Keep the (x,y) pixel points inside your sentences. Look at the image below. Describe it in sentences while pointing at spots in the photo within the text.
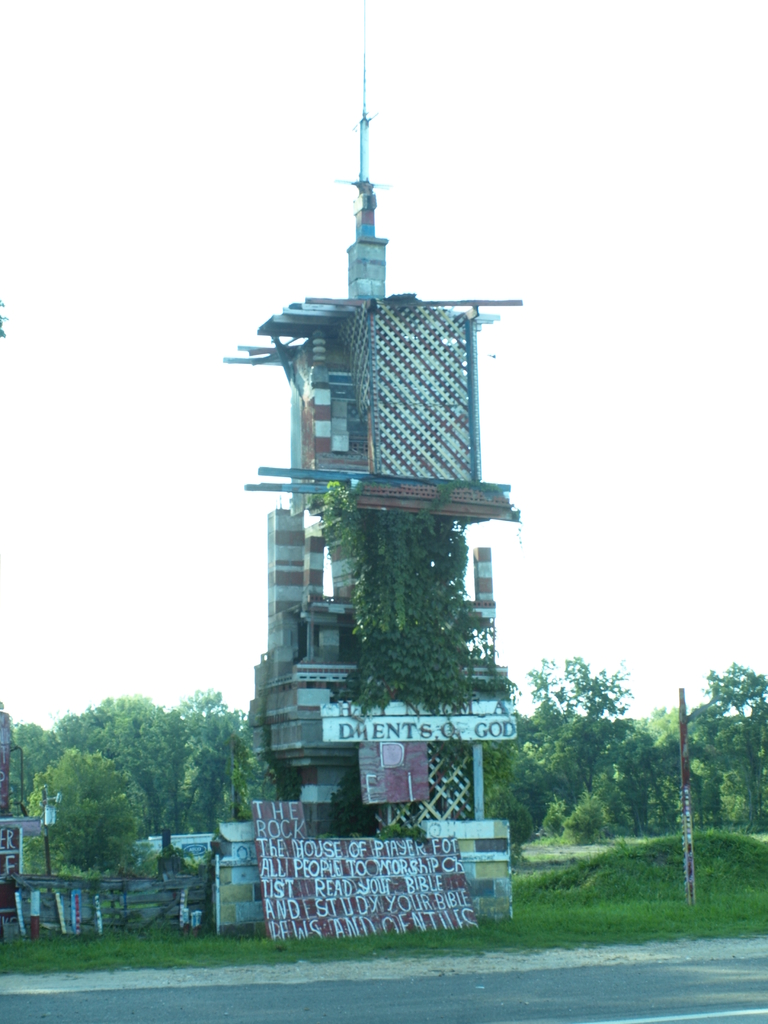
In this image I can see a road (257,999) in the front (289,962). In the background (731,878) I can see grass (767,924), a tower (333,309), few boards (365,847), number of trees (693,781) and on these boards (274,931) I can see something is written.
